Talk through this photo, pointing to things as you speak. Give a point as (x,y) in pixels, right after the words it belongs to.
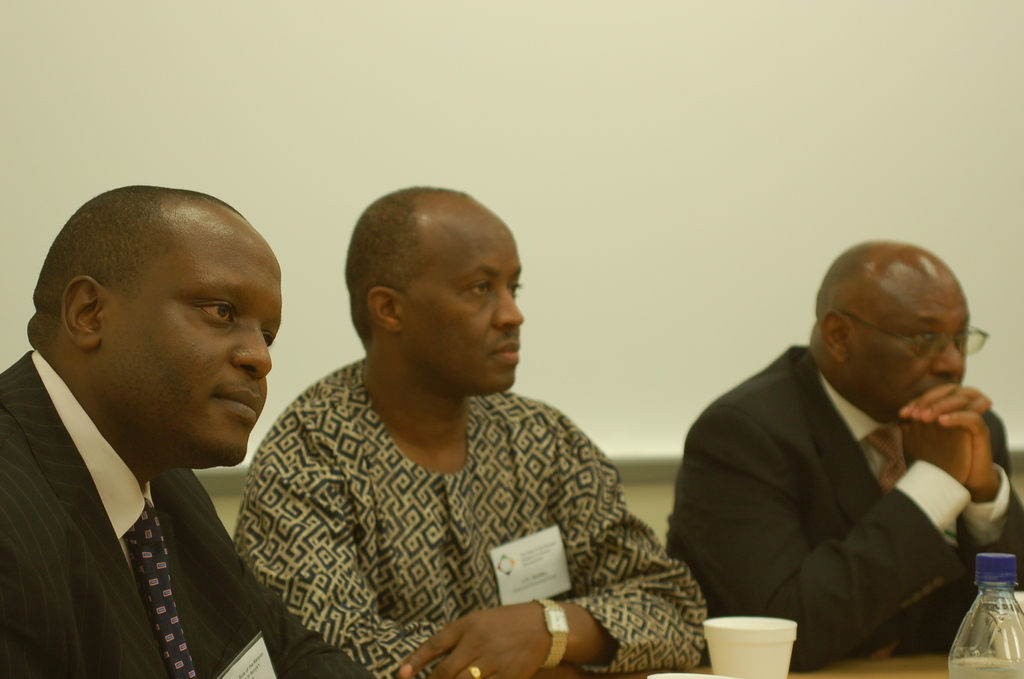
On the background (720,133) we can see a wall (230,519). Here we can see three men (434,473) sitting on chairs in front of a table (869,667) and on the table (856,669) we can see glass (720,642) and a water bottle (983,640). He wore watch (561,650) and a ring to his finger (466,677).
